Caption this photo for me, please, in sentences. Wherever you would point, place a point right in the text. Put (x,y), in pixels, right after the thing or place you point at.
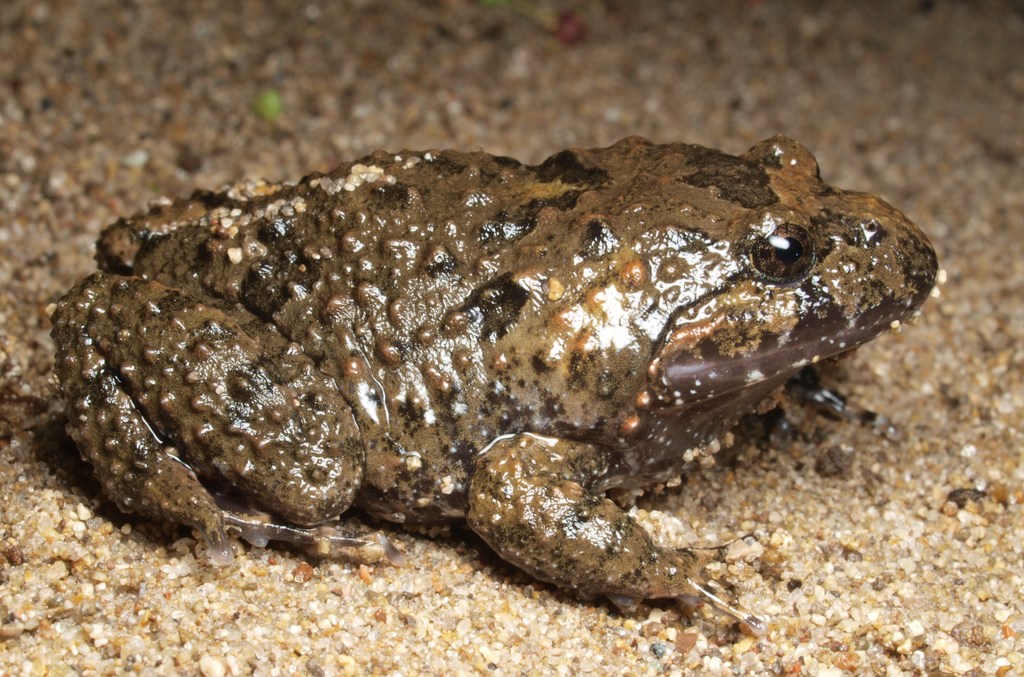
In this image there is a frog (257,263) on the floor (344,611).
